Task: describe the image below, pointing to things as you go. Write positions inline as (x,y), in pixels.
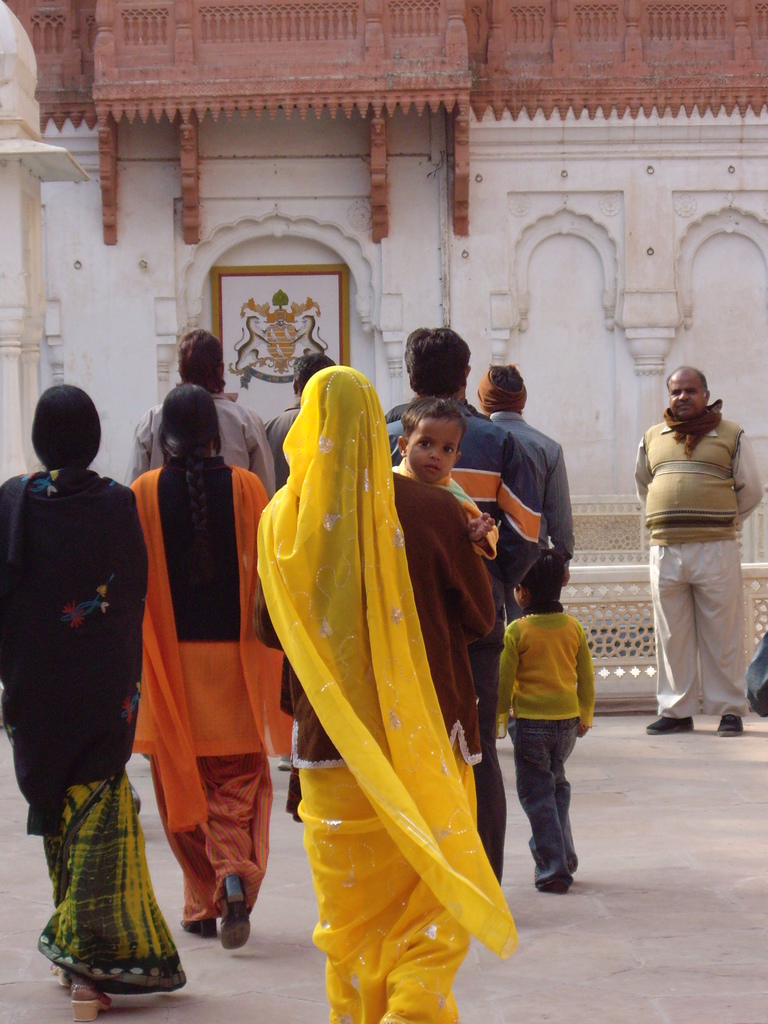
Here there are few persons (532,521) walking on the ground (30,966) and a woman (449,510) is carrying a kid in her hands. In the background (380,310) we can see a frame (224,272), design (52,24) on the wall (151,198).
